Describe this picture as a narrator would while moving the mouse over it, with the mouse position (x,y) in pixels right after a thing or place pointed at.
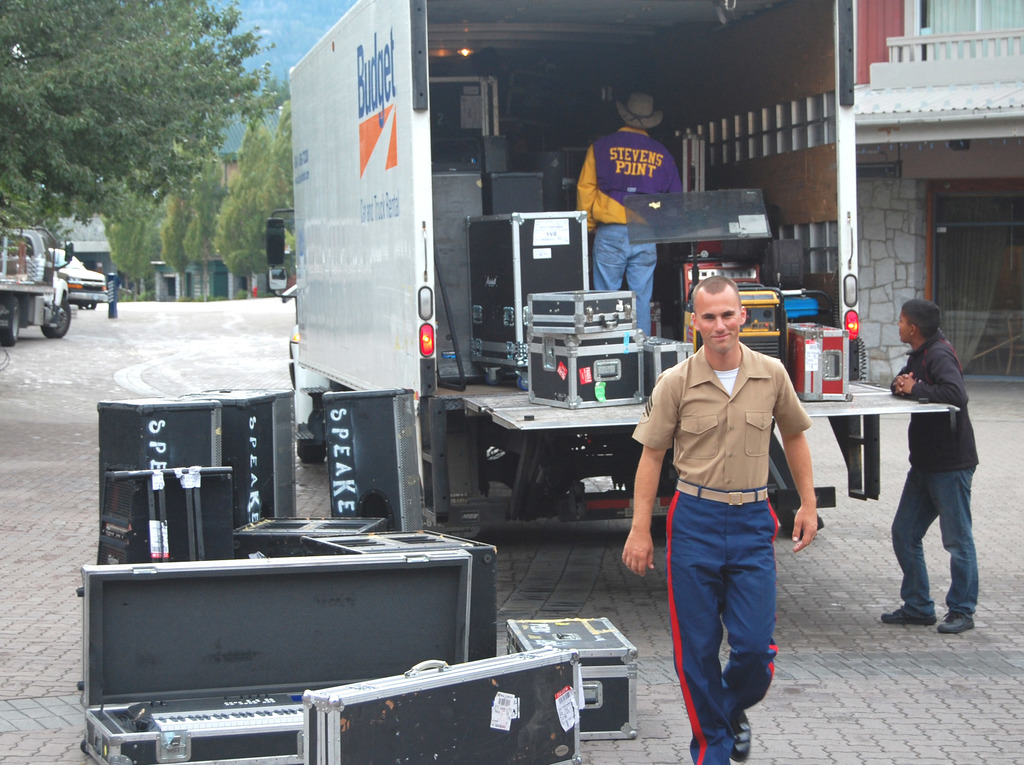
In this image in the front (288,549) there are musical instruments (306,608) on the ground (300,493) and there is a person (745,495) walking and smiling. In the center (369,260) there is a vehicle (424,268) and inside the vehicle (397,286) there are musical instruments (537,195) and there are persons (621,191) standing. In the background (126,173) there are trees (80,127), there are vehicles (70,292) on the road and there are buildings (889,198).
